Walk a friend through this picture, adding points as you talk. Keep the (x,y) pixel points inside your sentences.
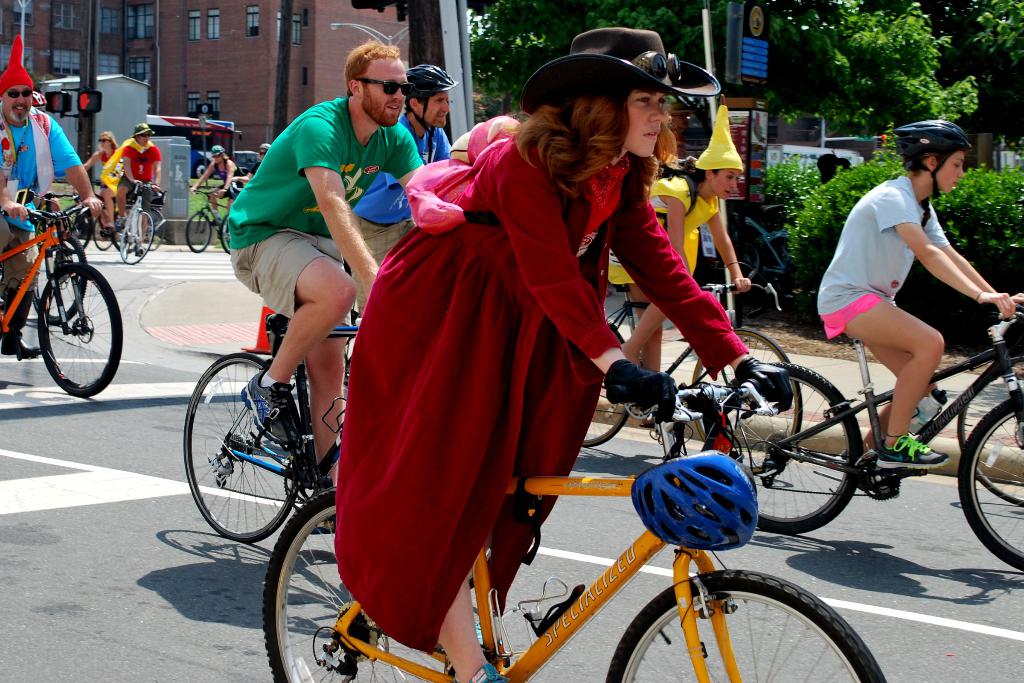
In this image I can see few people (936,271) are cycling their cycles (17,302). I can also see few of them are wearing helmets (948,134). In the background (807,34) I can see few trees (649,25), a building (229,96) and few more people (146,130) with cycles (194,251).
